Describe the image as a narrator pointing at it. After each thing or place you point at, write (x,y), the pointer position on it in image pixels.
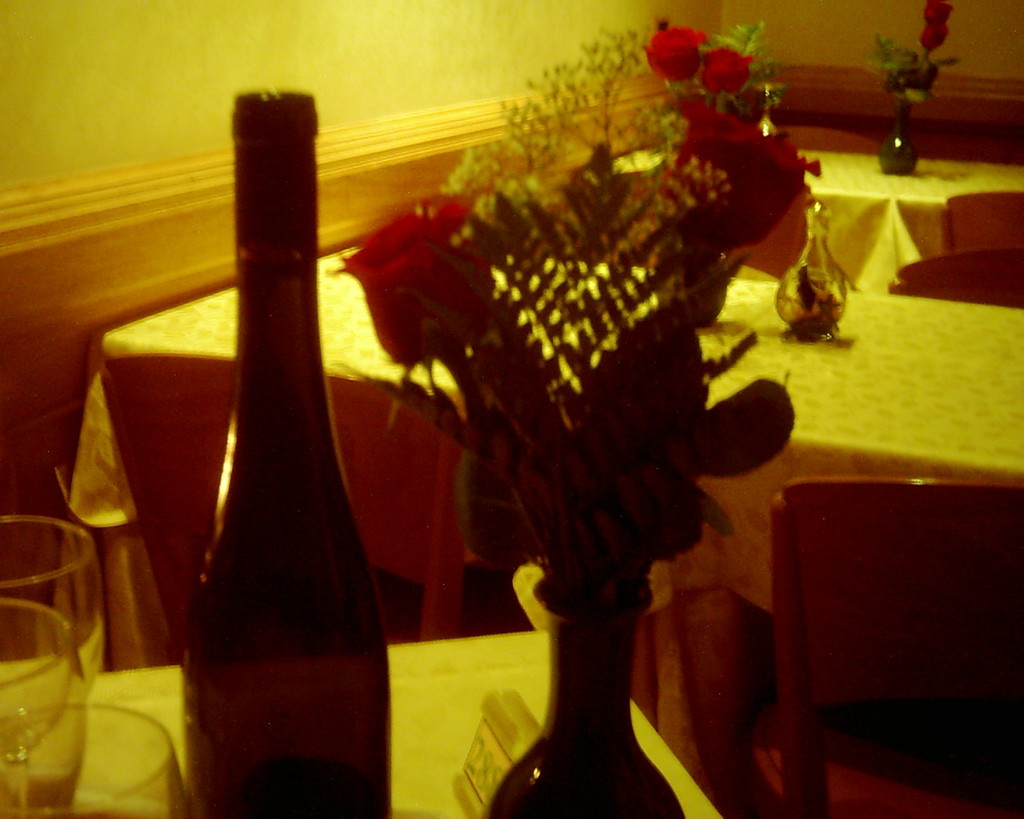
In this picture there are tables (741,575) and chairs (801,479). On this tables (770,336) there are flower vase (902,103) with flowers (939,43), bottle (239,709) and glasses (106,760).
